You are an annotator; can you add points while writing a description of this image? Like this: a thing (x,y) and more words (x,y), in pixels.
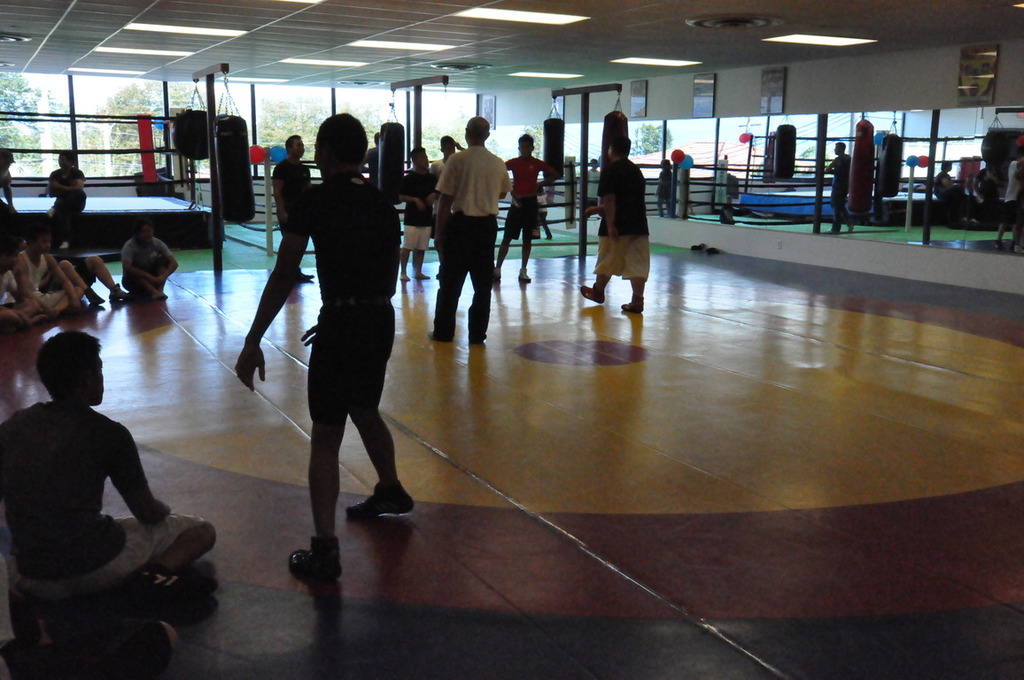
This is an inside view. On the left side (50,403) there are few people (42,461) sitting on the floor (246,623). In the middle of the image (368,244) there are few people (477,195) standing. In the background (412,168), I can see few boxing rings (892,201) and some equipment (856,204) and also there are glasses (238,103) through which we can see outside view. In the outside there are some trees (127,96). At the top of the image (404,46) I can see the lights (432,47) to the roof (324,58).
